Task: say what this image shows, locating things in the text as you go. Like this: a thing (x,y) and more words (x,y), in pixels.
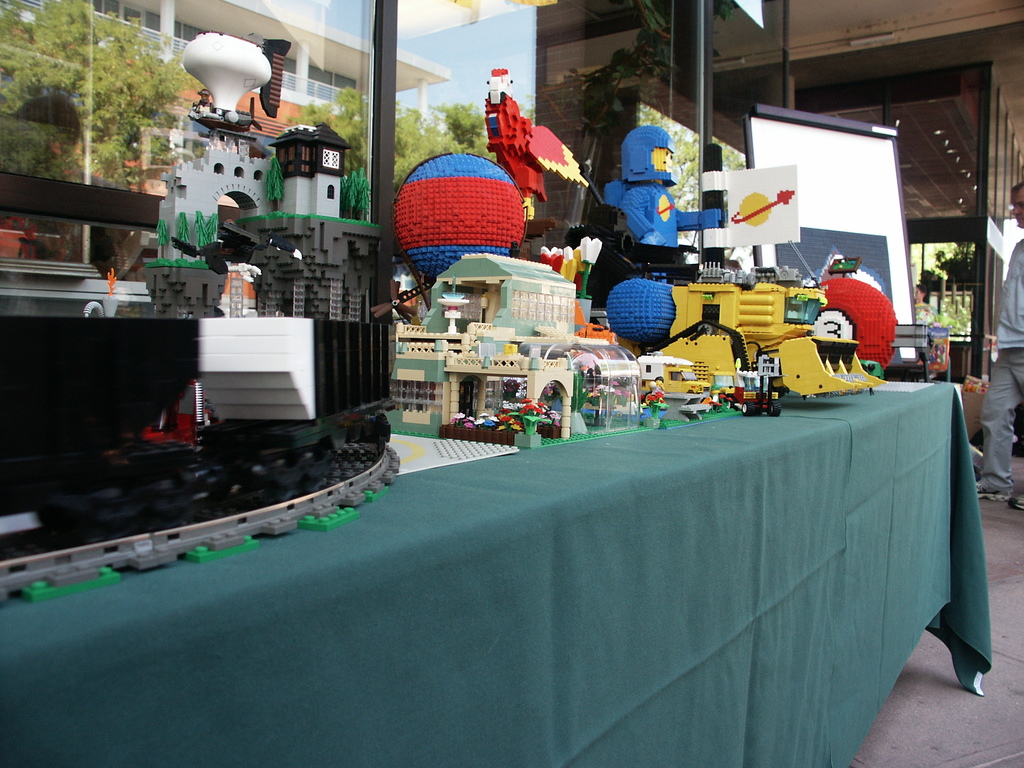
In this image we can see many toys (769,197) placed on the table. We can see the reflections (368,80) of a building (368,80) and few trees (472,133) on the glasses (433,129). We can see a person (1000,489) at the right side of the image (1014,323). There is a whiteboard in the image.
